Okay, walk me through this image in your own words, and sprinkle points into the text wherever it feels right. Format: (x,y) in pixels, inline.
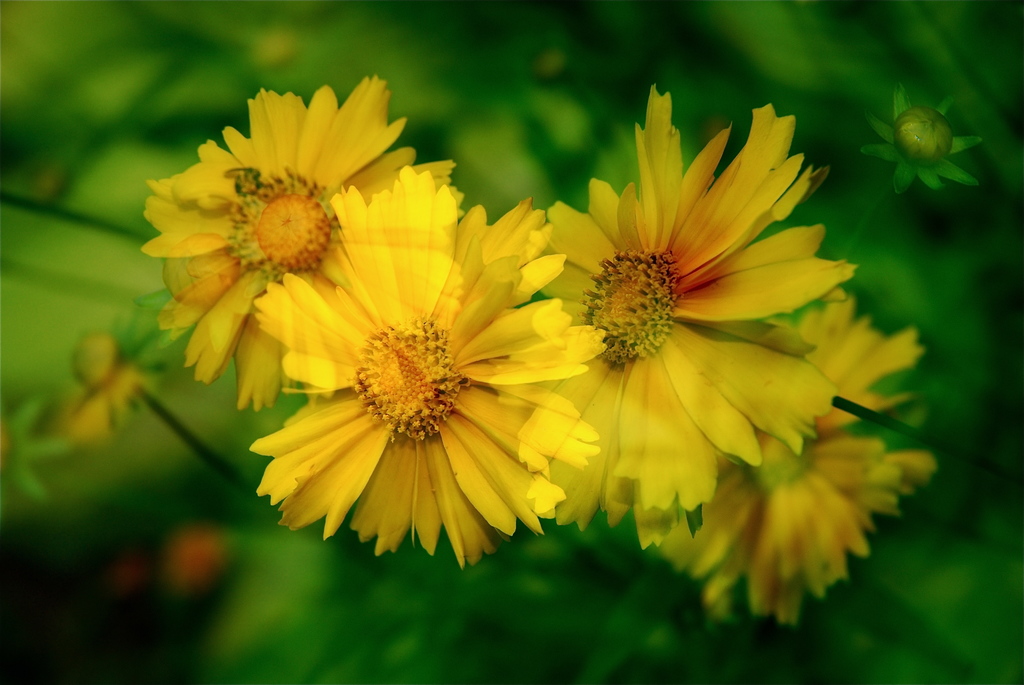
The image is looking like an edited picture. In this picture there are flowers (724,420). The background (77,96) is greenery (643,622).
